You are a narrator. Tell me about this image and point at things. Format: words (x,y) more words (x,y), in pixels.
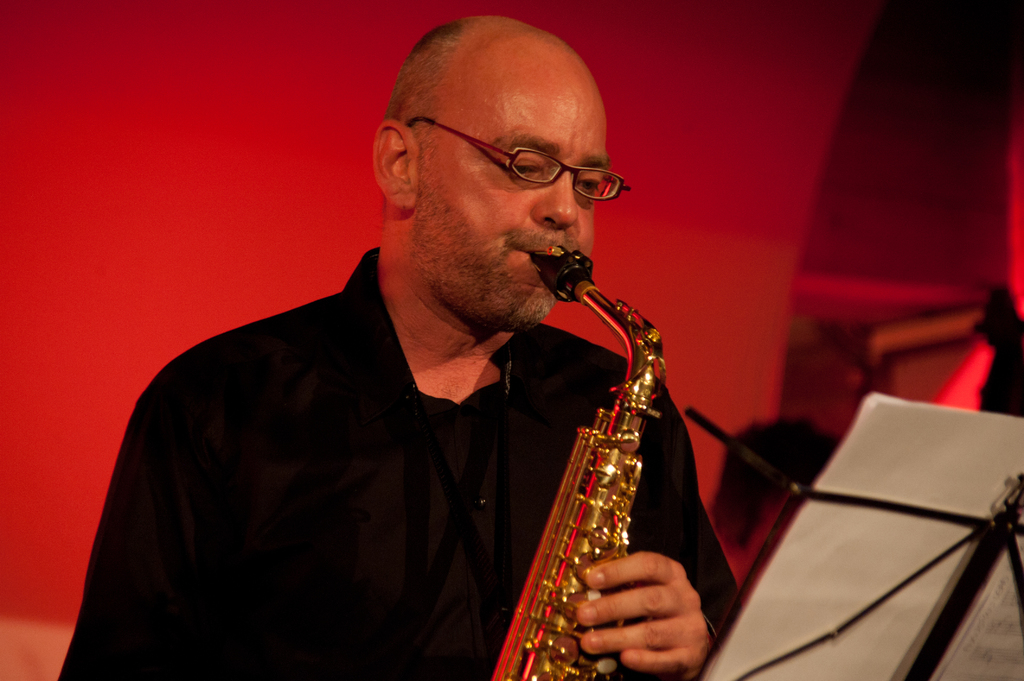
In this image we can see a person (467,323) playing a musical instrument (645,348). In front of the person (652,481) we can see a book (932,493) with a stand (915,515). The background of the image (763,223) is red.
